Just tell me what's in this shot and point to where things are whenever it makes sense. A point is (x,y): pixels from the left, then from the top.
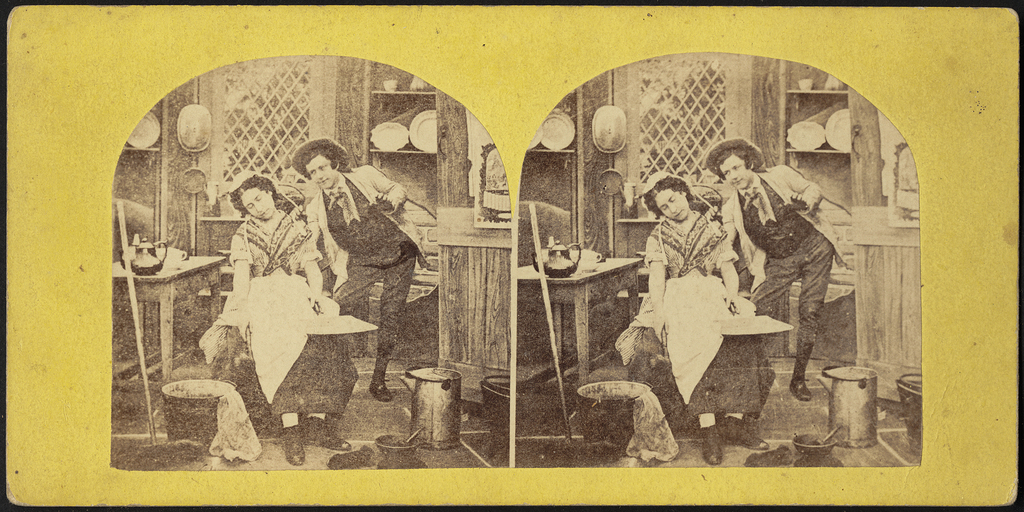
In this image we can see a collage picture. In the picture we can see a man (370,240) is standing and a woman (255,210) is sitting in a chair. In the background (406,149) we can see cupboards (394,110), wooden grill (253,139), table (200,266), kettle (161,264), bin (186,391) and a mortar (397,440) on the floor (375,425).
